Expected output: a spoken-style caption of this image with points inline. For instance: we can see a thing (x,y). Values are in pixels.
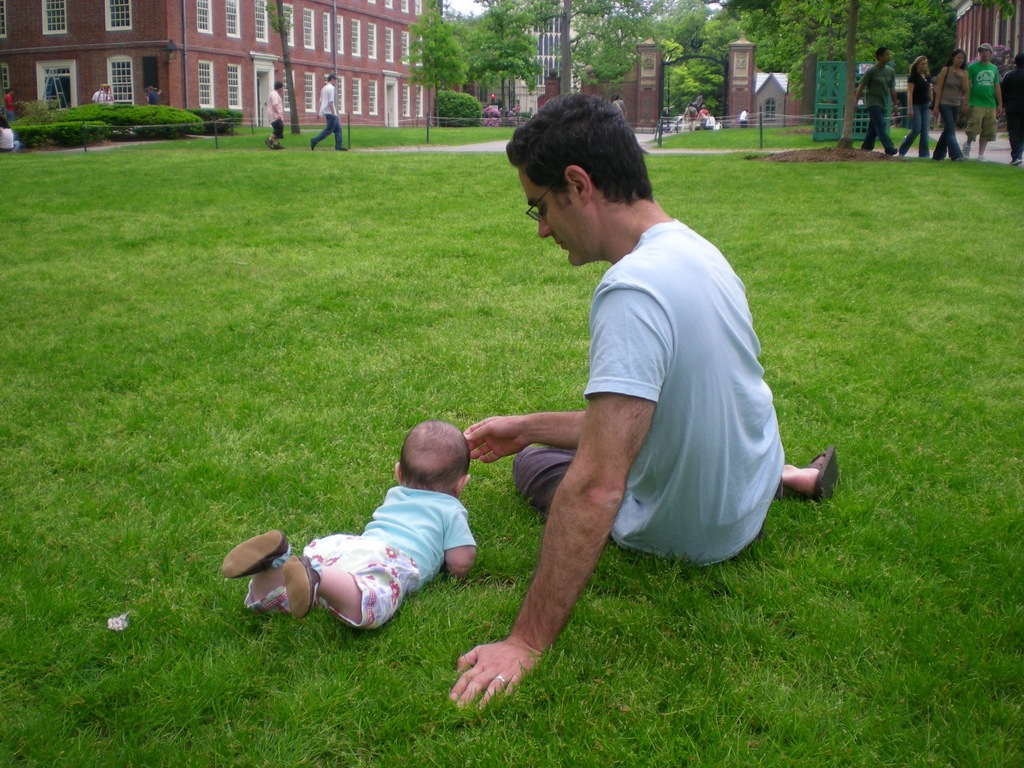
In this picture there is a man (705,389) who is wearing t-shirt (658,468), trouser (528,475) and slipper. He is sitting near to the boy (421,525) who is lying on the grass (497,602). On the top right (881,120) we can see group of persons (953,134) walking near to the tree (850,85). On the top left (341,140) we can see the group of persons (96,94) were standing near to the building (230,84). In the background (734,65) we can see wall (607,98), gate (729,101), trees (780,52), plants (447,111) and poles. On the top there is a sky (462,1).
